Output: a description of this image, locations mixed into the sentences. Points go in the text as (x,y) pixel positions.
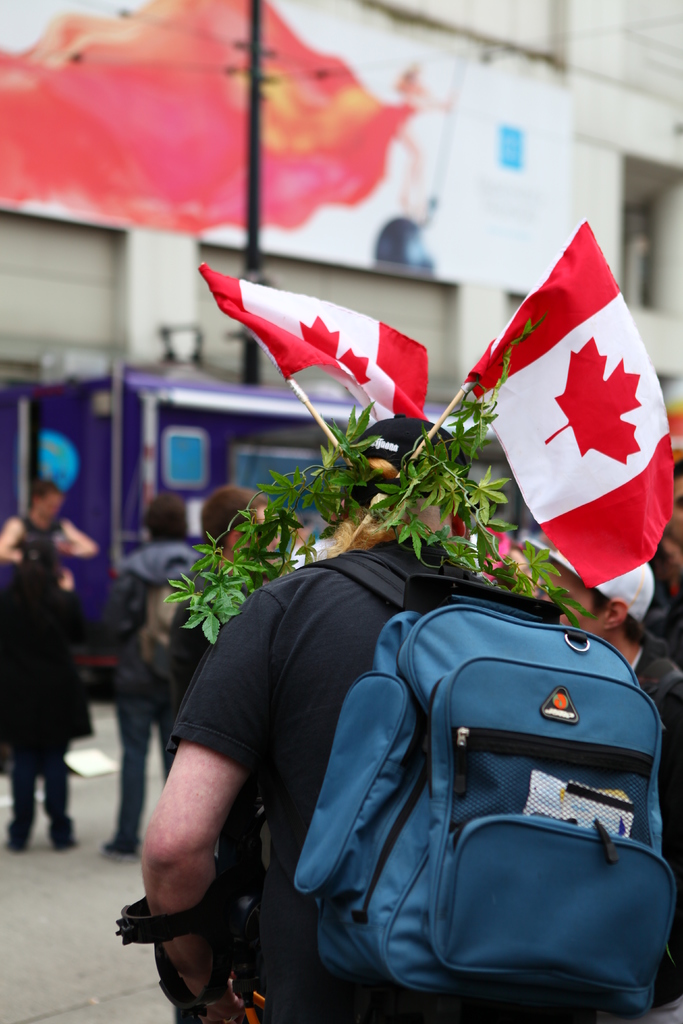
The picture is taken outside a road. A man (296,582) wearing black t-shirt (304,600) and cap (386,448) is carrying a bag (460,693). He fixed two flags (579,396) on his head (382,461). In front of him there are people (145,549) and building (156,235).
